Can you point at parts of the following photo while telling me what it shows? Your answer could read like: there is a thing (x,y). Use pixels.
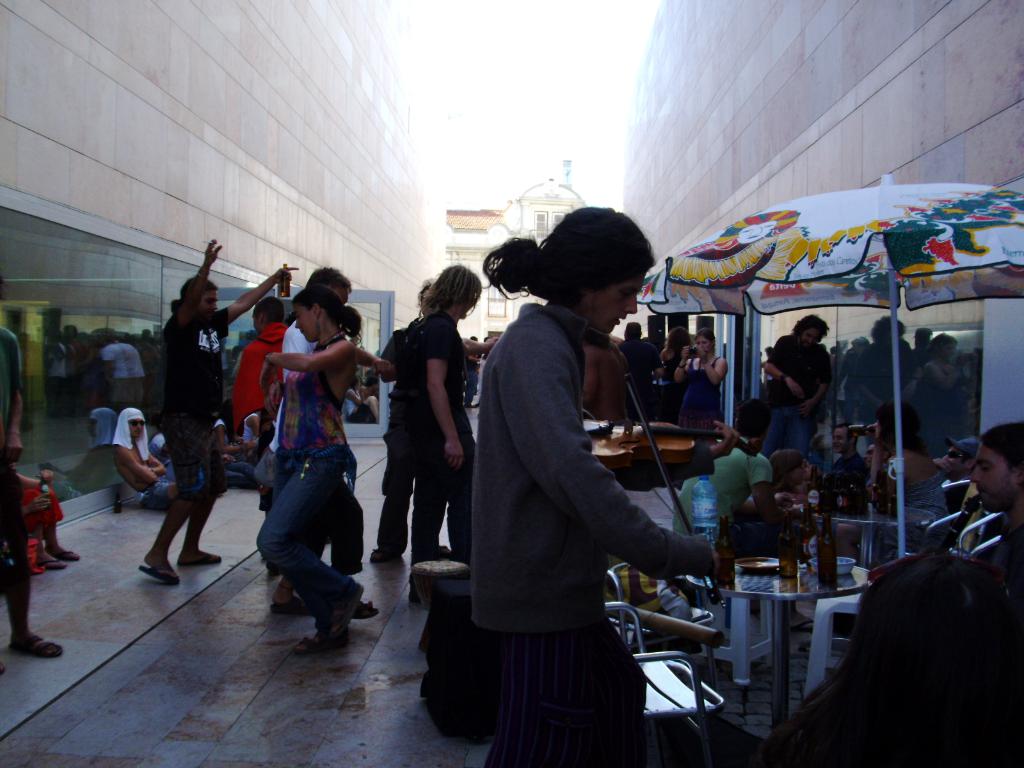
In the foreground of this image (534,767), there is a person (549,461) playing violin (630,435) and on the right bottom (957,668), there is a person's head (942,666) and we can also see a few people (1010,521), under an umbrella (902,244) and there is a table (803,598) on which bottles (795,554), bowl (837,566) are on it and also there are persons (304,584) sitting, dancing, shooting with a camera (695,344), standing in between two walls (696,169) and a building (557,195) in the background (523,209). On the top (552,48), there is a sunny sky (550,43).
